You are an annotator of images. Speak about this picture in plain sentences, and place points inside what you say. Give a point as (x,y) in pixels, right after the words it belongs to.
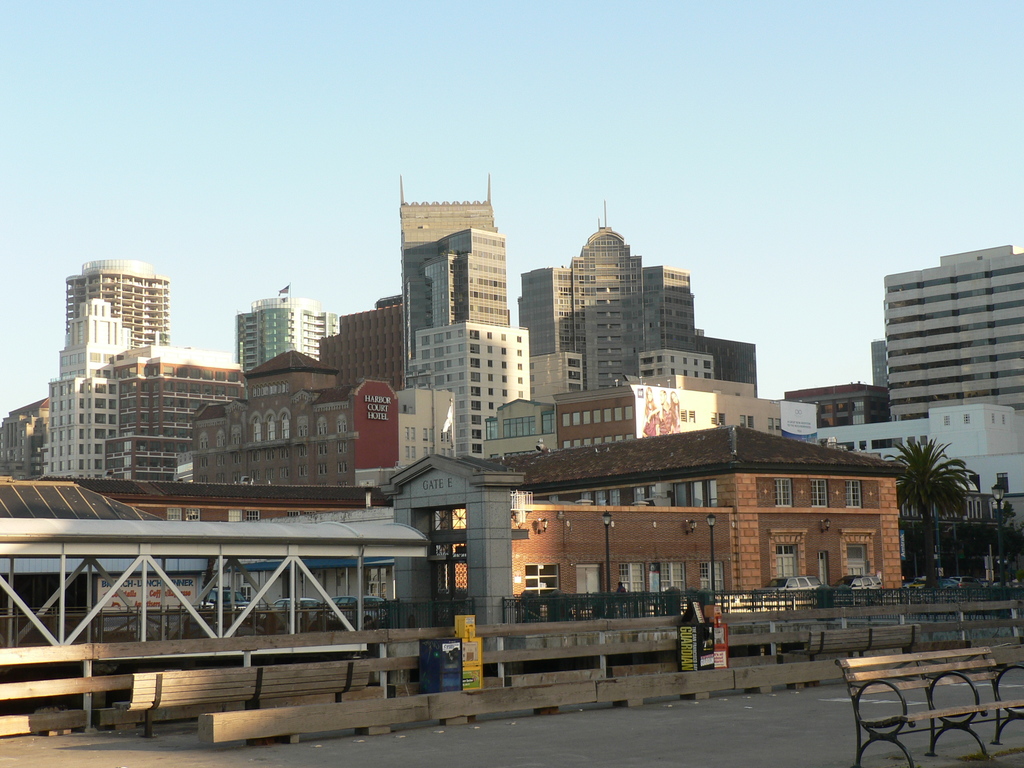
In this image i can see buildings (514,517) and road (765,706).
